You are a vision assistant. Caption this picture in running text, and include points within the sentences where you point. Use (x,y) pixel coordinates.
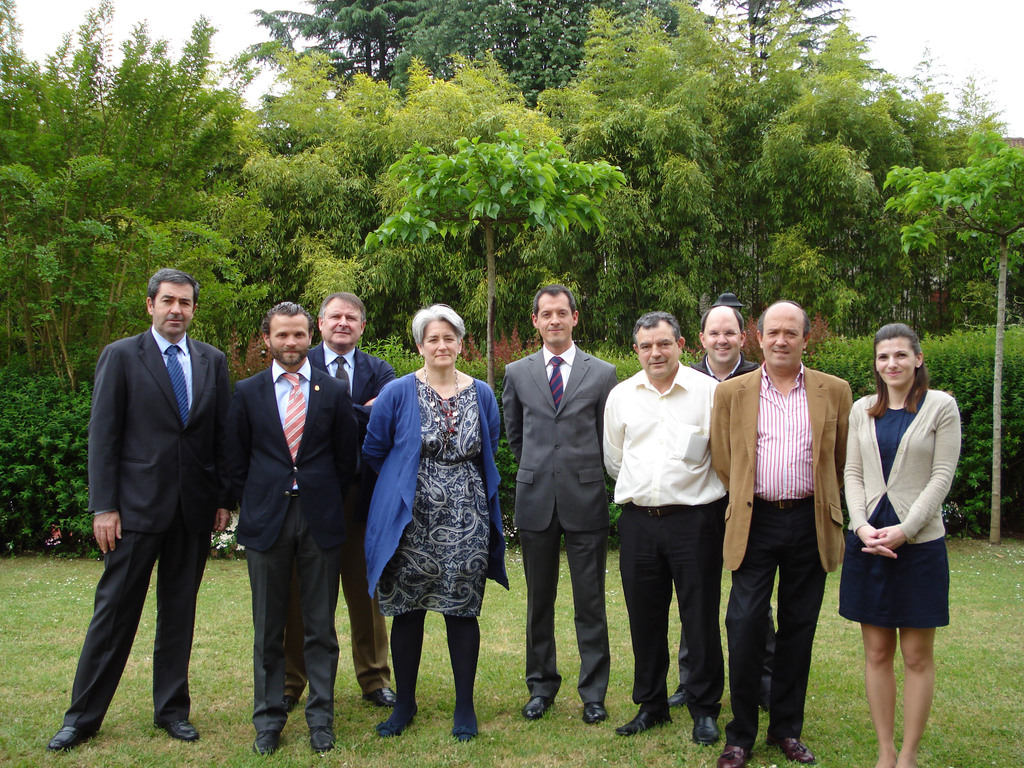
In the foreground of the picture (148,474) there are people (598,413) standing and there is grass (208,740). In the background (497,168) there are trees (193,202) and plants (940,379). Sky (971,36) is cloudy.
